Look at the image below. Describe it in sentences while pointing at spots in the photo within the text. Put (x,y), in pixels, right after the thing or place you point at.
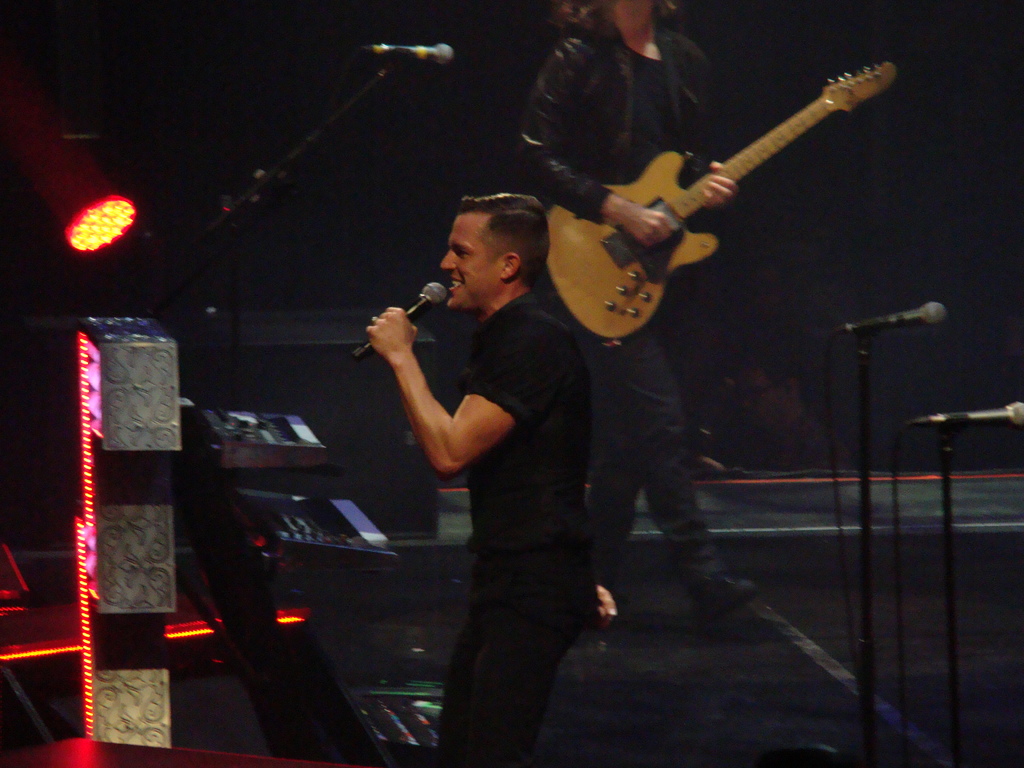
In the middle of the image (533,305) a man (500,225) is standing and holding a microphone (435,290) and singing. Top right side of the image (694,77) a man (607,350) is standing and playing guitar (678,197). Bottom right side of the image (873,708) there are two microphones (867,720). Bottom left side of the image (287,521) there are some musical instruments (291,418).
